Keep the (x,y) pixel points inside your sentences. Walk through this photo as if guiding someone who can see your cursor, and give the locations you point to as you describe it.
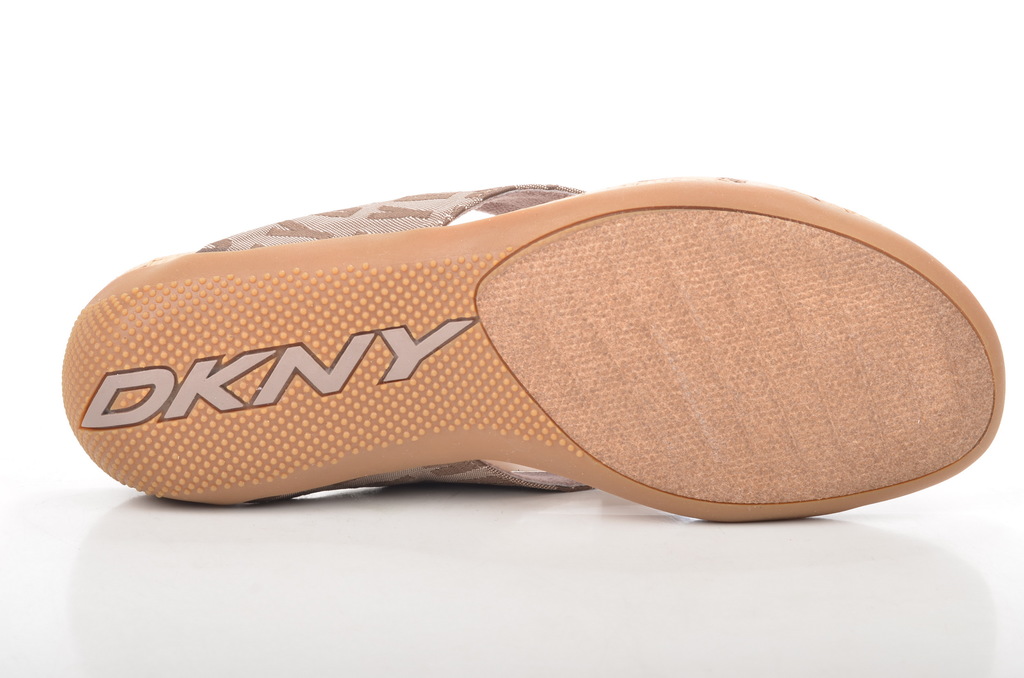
In the picture we can see footwear (98,395) which is cream in color and name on it DKNY.
